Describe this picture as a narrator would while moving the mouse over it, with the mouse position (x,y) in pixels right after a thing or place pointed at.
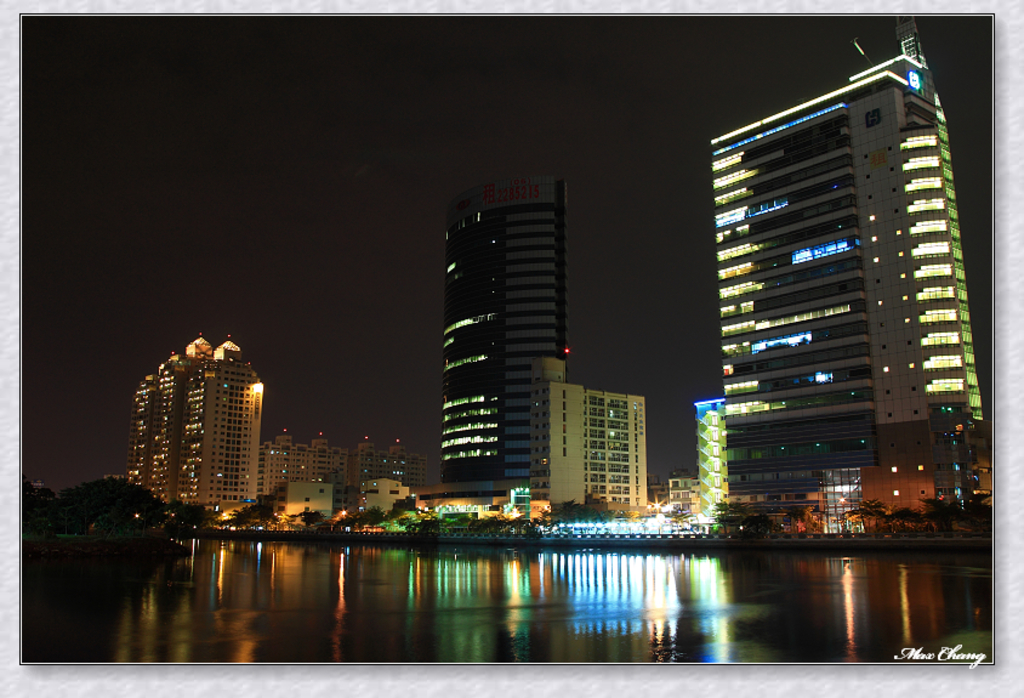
In the picture we can see the water surface (675,597), behind it, we can see some trees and the buildings (832,503) with lights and in the background (204,306) we can see the sky (198,298).
